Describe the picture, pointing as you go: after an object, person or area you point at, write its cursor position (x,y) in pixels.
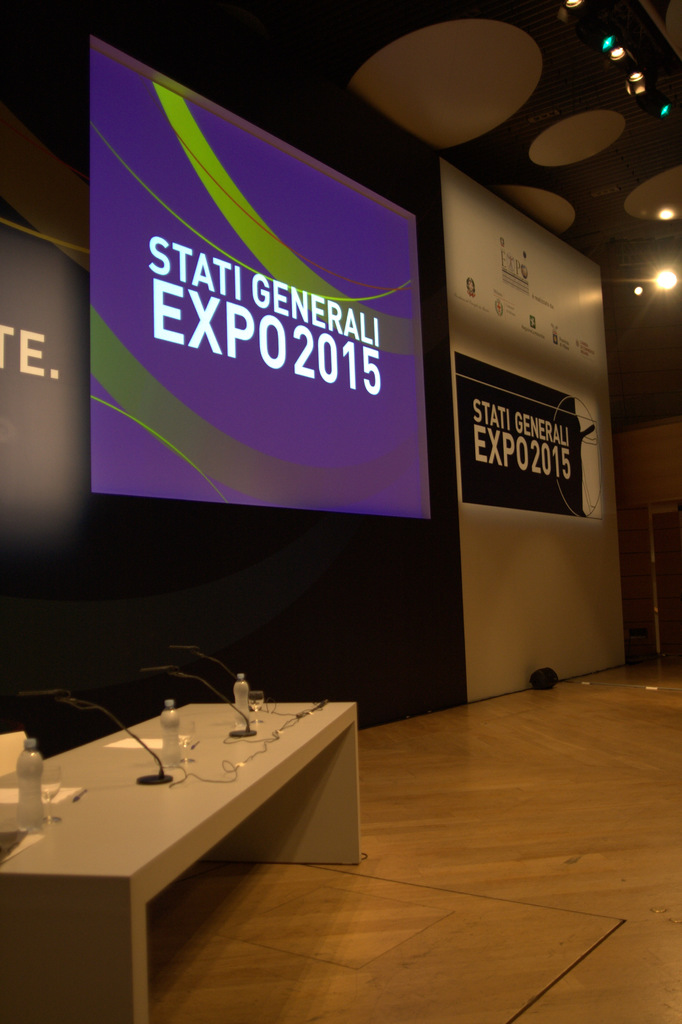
There are three bottles (40,801) and Mics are kept on a white table (185,785) as we can see at the bottom of this image (137,806) and there is a wall (347,614) in the background (333,589). We can see wall posters (403,351) attached to the wall (538,534). There are some lights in the top right corner of this image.
